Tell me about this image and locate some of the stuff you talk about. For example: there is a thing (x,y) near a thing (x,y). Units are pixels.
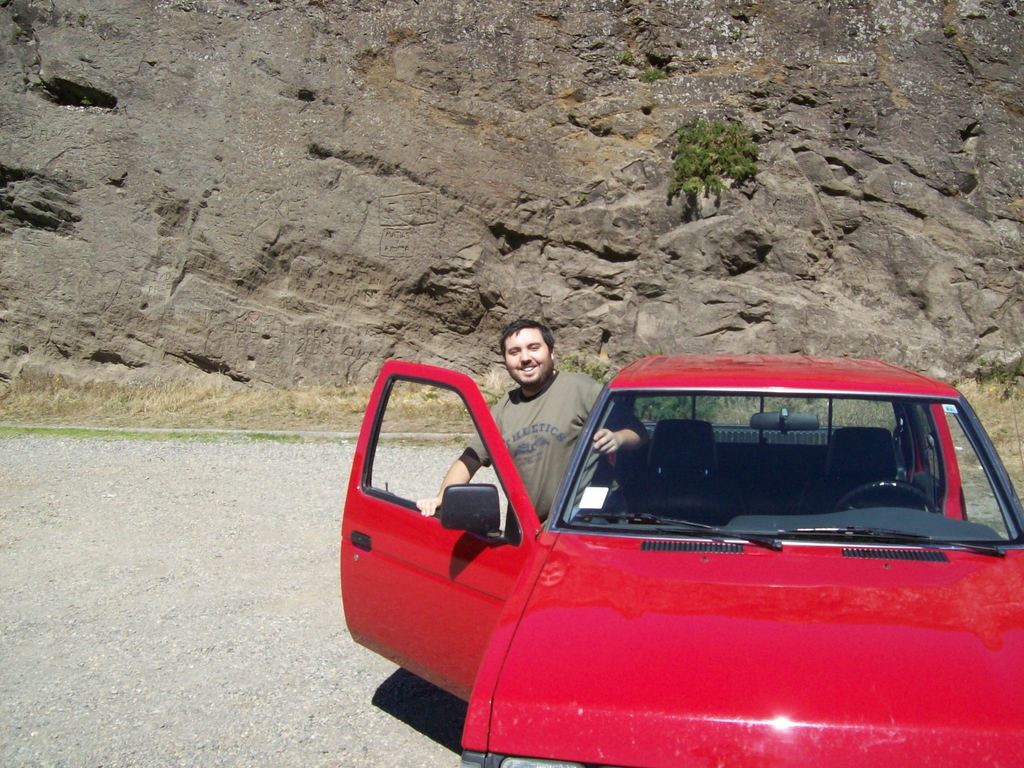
In this image, we can see a person (539,413) beside the car (904,659) which is in front of the hill (424,170).
